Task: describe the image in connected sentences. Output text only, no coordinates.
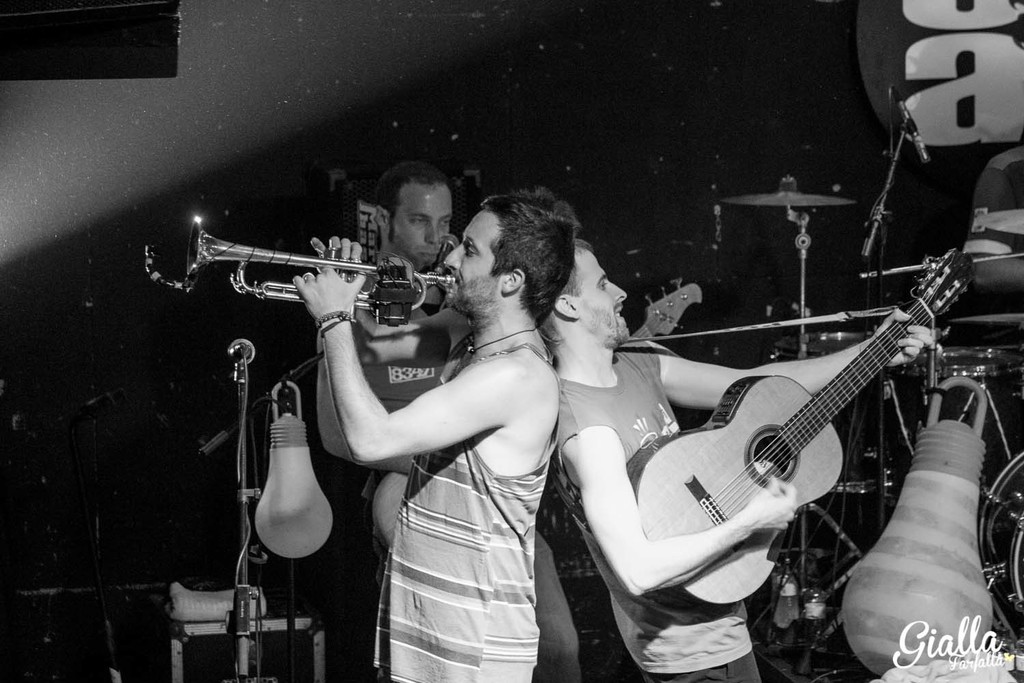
They are standing and they are playing musical instruments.
